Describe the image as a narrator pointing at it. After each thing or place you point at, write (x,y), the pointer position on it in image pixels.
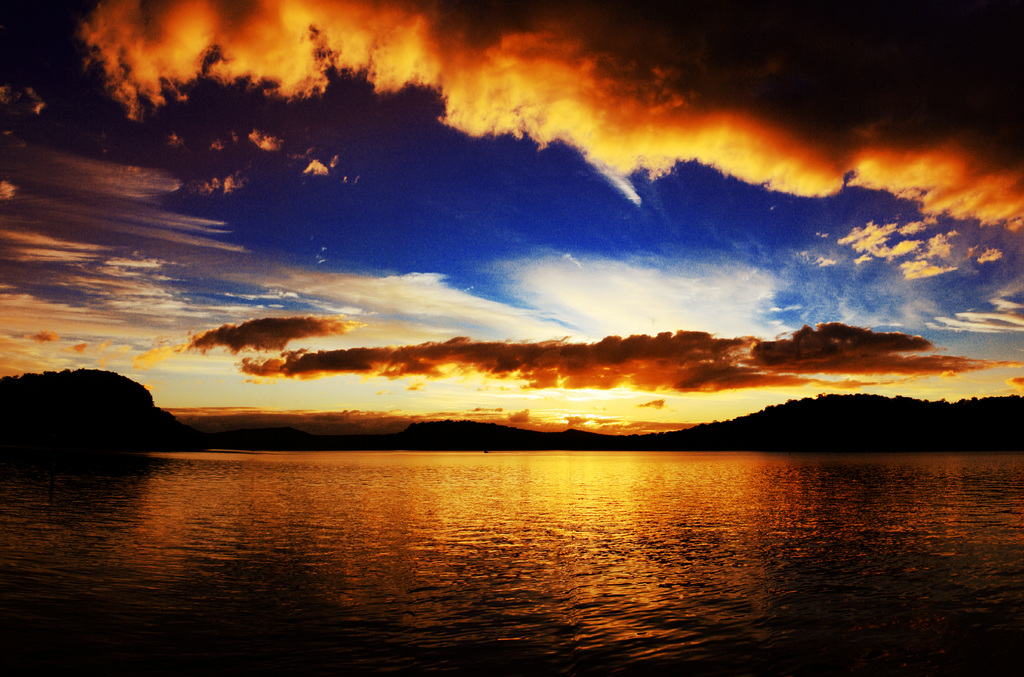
At the bottom of the image (537,580), we can water (581,526). At the top of the image (259,160), we can see the sky (486,264) with clouds (634,276). It seems like greenery (299,436) in the middle of the image (520,433).
